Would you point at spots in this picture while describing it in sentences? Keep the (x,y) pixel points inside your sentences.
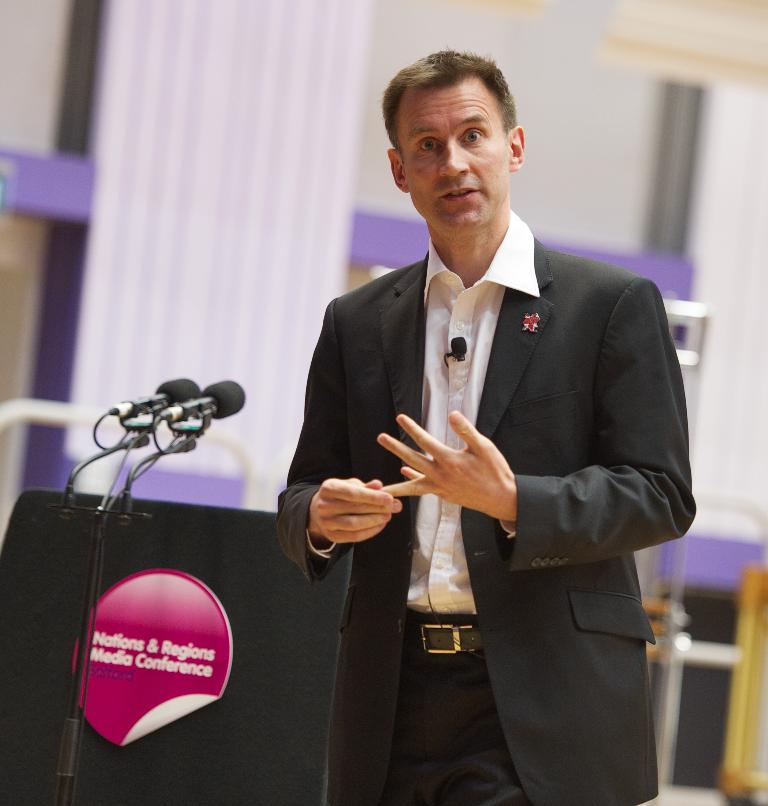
In this picture there is a man (443,302) standing and talking and there are microphones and there is a sticker (155,648) on the object (178,804) and there is text (162,663) on the sticker (191,663). At the back (250,347) there is a curtain (266,256) and there are objects (252,479).
